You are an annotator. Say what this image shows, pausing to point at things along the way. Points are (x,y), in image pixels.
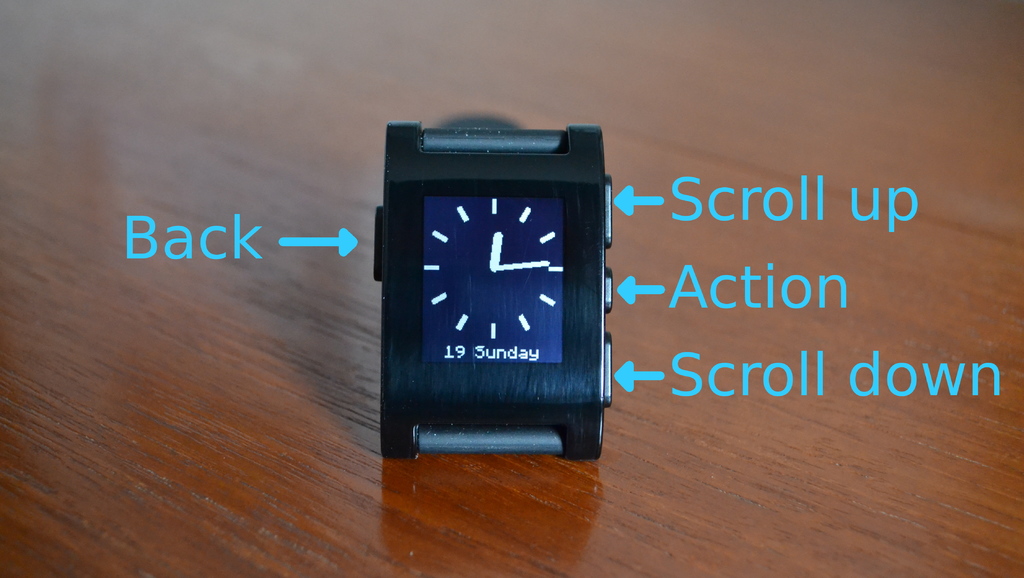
In this picture there is a watch (519,309) placed on a wooden desk (782,112). Towards right (797,368) there are arrows (645,288) and text (759,280). Towards left (221,243) there is an arrow (311,240) and text (175,250).
